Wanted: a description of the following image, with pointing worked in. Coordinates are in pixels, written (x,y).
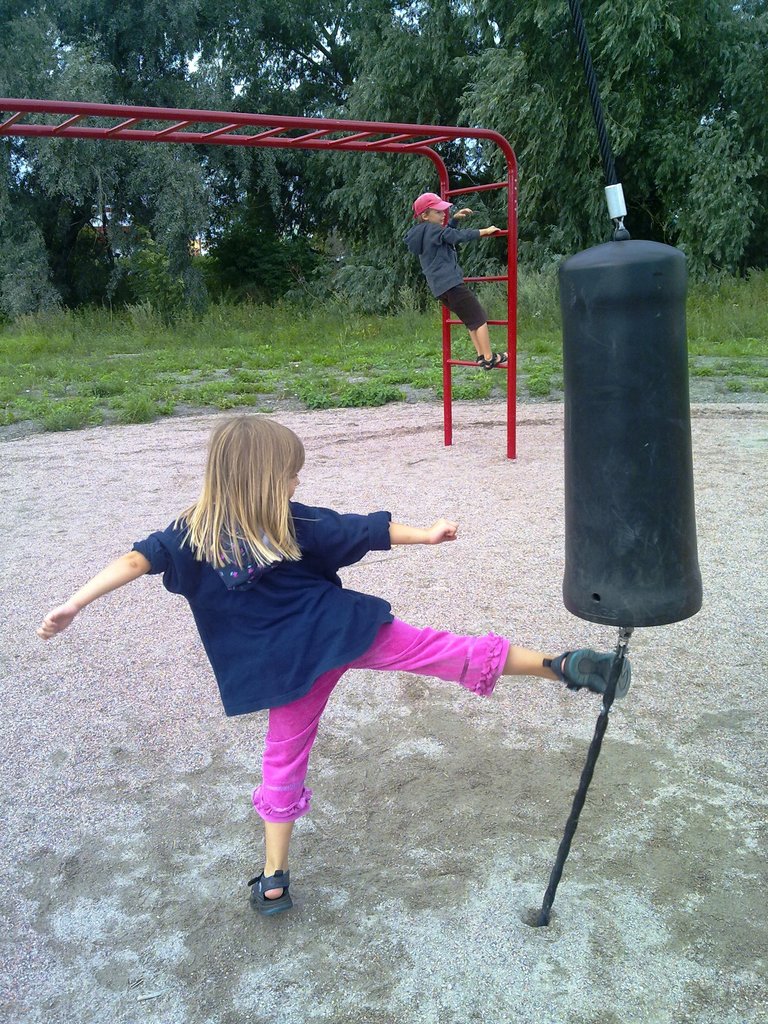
In this image there is a small girl (465,666) kicking at the target pole (655,336) beside that there is a boy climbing at the ladder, also there are so many trees (679,114).
